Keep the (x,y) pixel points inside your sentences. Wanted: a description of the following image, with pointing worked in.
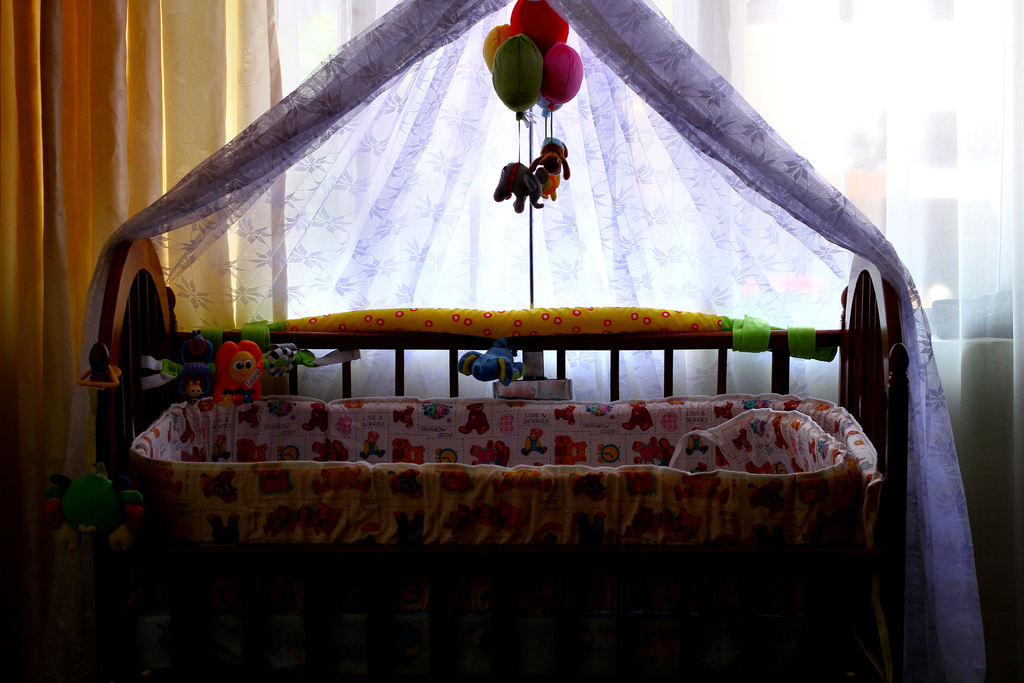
In the picture I can see a cradle (390,338), curtains (563,221), toys (525,196) and some other objects (409,435).
